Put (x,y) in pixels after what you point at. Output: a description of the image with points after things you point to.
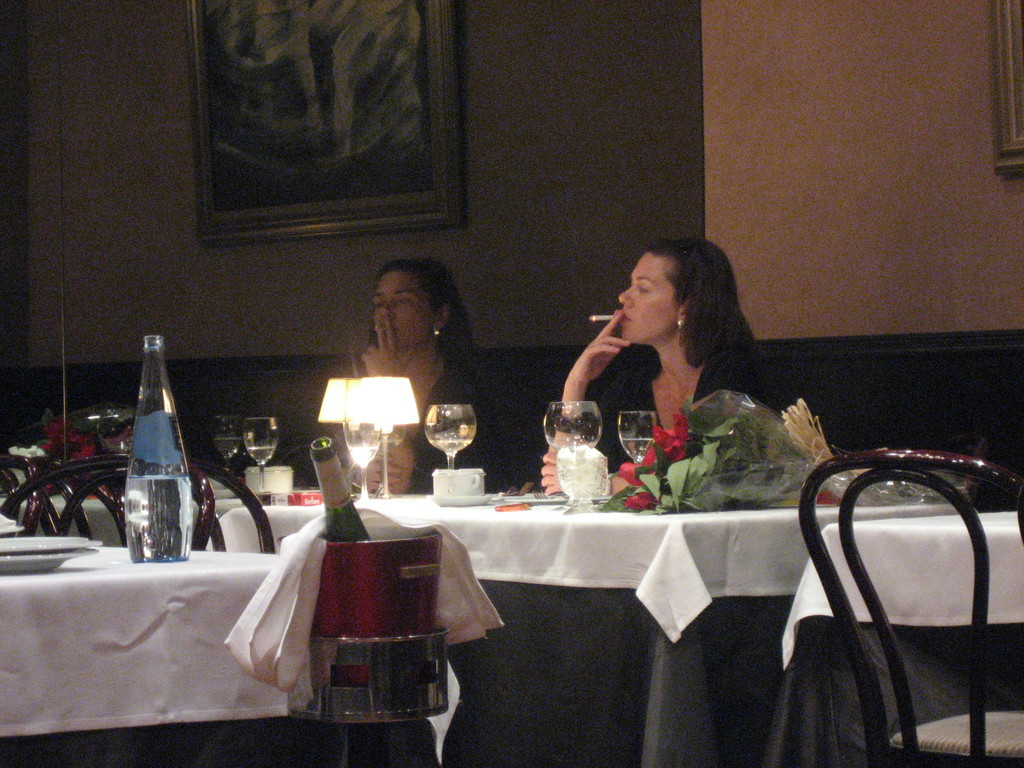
In this image there are two women (644,379) sitting on the chairs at a table (724,512). On the table (527,491) there are glasses (574,416), table lamps (371,403), cups (450,479) and a bouquet (720,435). To the left (13,592) there is another table (188,563). On that table (37,605) there are plates (24,538) and a water bottle (169,479). Beside the table (229,560) there is a champagne bottle (355,540) in the bucket (365,580). The women (652,319) are smoking. Behind them there is a wall (641,181). There is a picture frame (350,149) on the wall (54,249).
